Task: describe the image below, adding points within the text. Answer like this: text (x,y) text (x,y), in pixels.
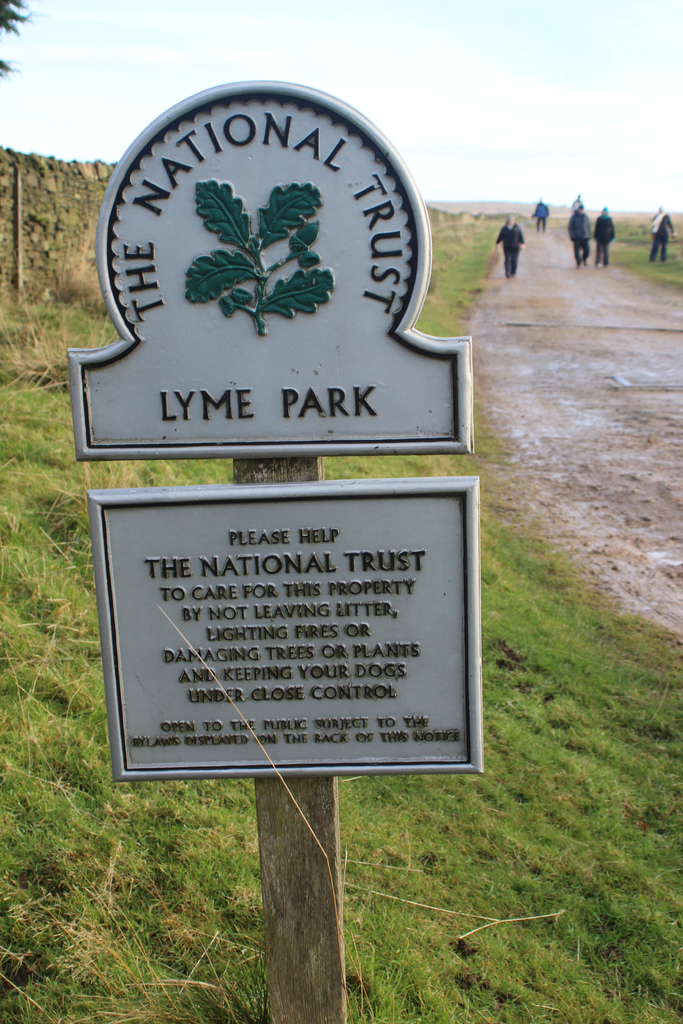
As we can see in the image there is a sign board (71,368), grass (7,357), wall (60,203), few people (539,201) here and there and a sky (366,2).
